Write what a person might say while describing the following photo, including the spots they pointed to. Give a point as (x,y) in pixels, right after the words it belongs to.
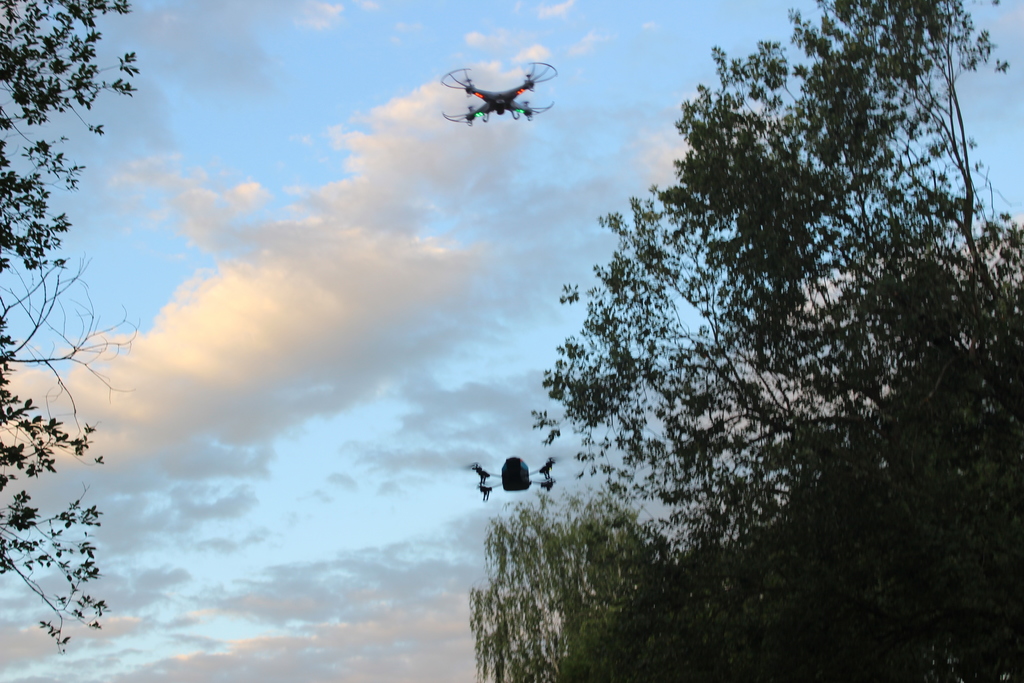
In this image I can see the trees (729,546) in green color and I can also see two drones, background (347,28) the sky (263,199) is in blue and white color.
